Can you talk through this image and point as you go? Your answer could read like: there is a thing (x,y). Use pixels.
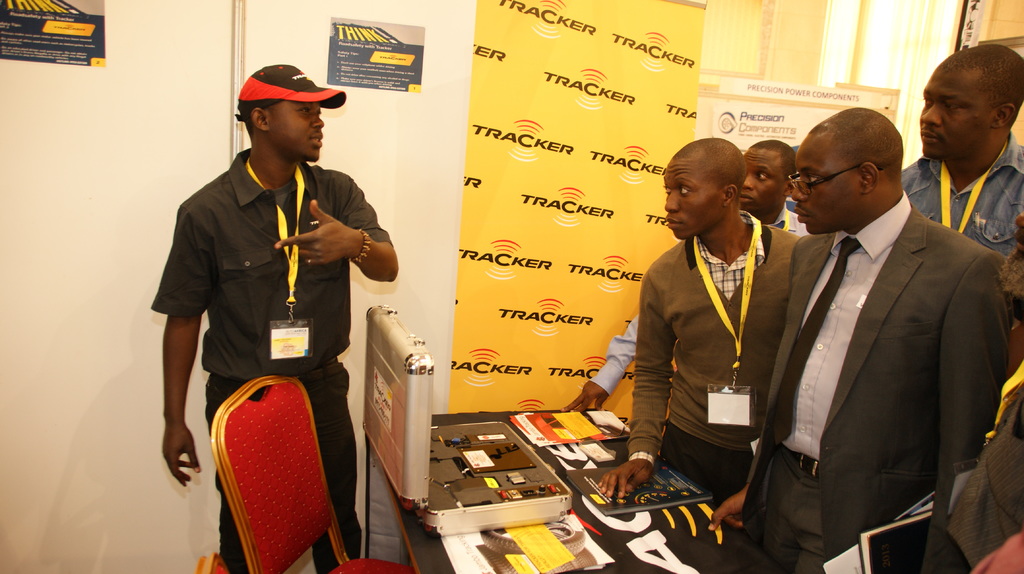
Here we can see few persons (814,341). There is a chair (384,567) and a table (634,540). On the table (641,525) there is a box (535,467) and books (491,539). In the background (525,340) we can see posters (552,130) and a wall (27,421).
